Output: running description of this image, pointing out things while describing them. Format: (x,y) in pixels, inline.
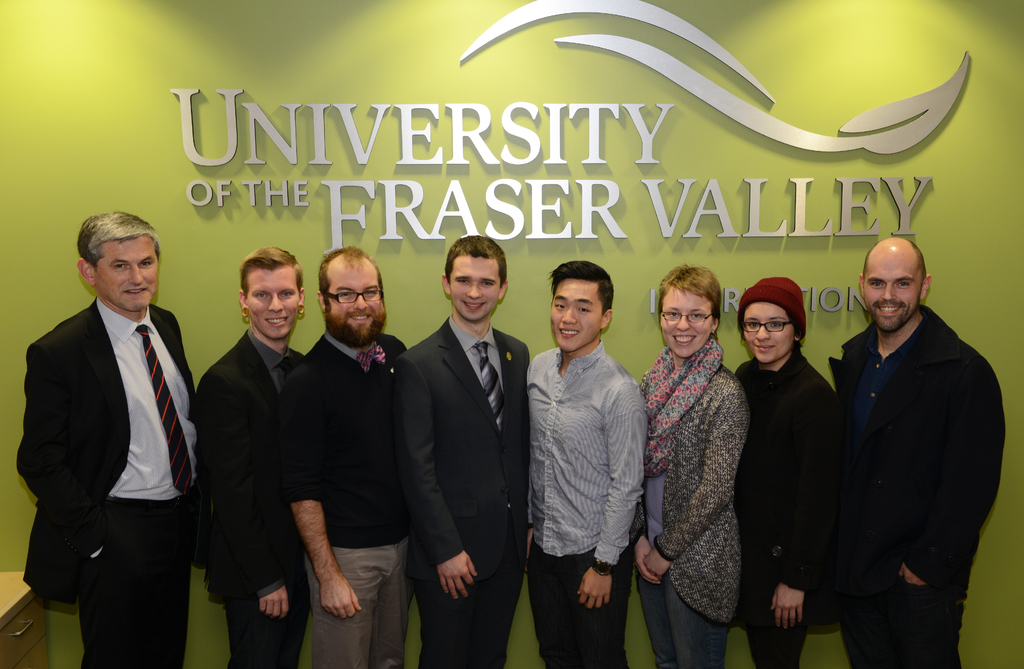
In this image we can see a group of people (378,365) standing. On the bottom left (14,572) we can see a cupboard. On the backside (264,150) we can see a wall (306,225) with some text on it.
